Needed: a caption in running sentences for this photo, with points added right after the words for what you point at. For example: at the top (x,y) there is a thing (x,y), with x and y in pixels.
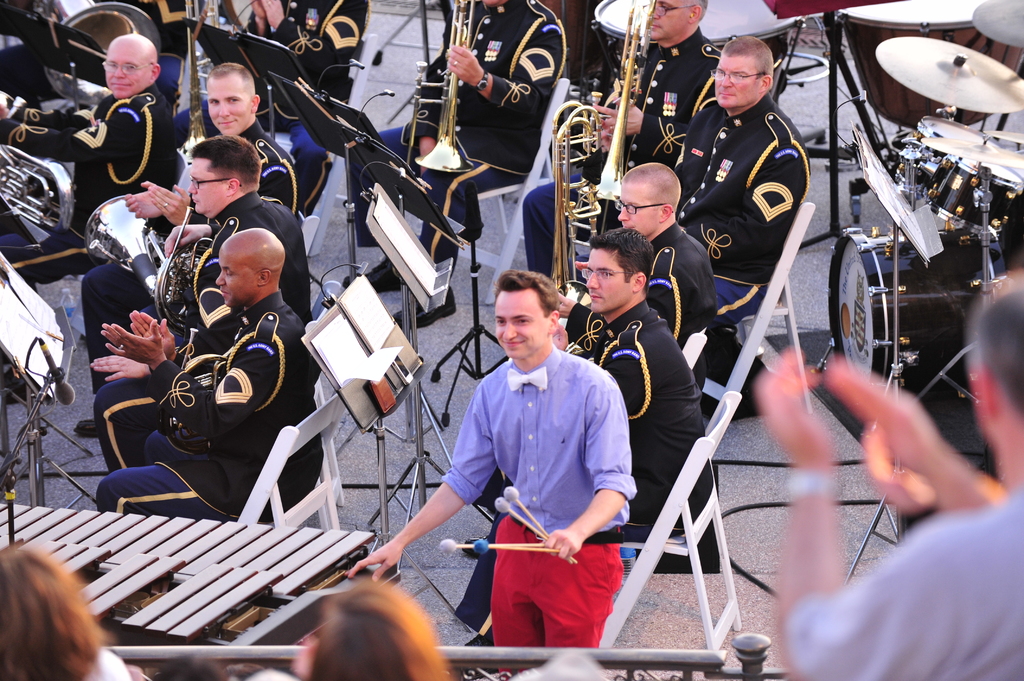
This is a picture of a concert. In the picture there are many people (268,228) playing different musical instrument (62,171). On the top right (904,90) there are drums (889,117), in the center (576,268) there are trombones (577,209). In the foreground (69,532) there is another musical instrument (67,551). To the right (908,580) there is a man (921,587) clapping.
